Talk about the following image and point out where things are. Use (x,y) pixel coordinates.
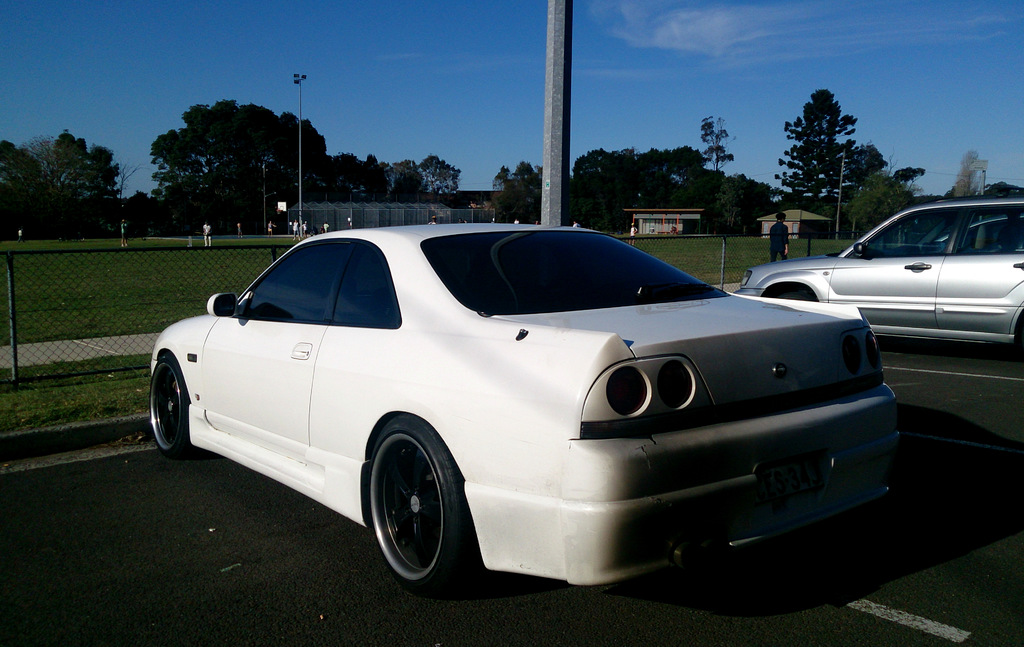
In this image we can see the cars (744,295) parked on the road (922,447). We can also see the trees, houses (787,220), light poles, grass (653,244) and also the fence (246,252). We can also see the people (775,229). Sky (726,40) is also visible with some clouds (701,39).
